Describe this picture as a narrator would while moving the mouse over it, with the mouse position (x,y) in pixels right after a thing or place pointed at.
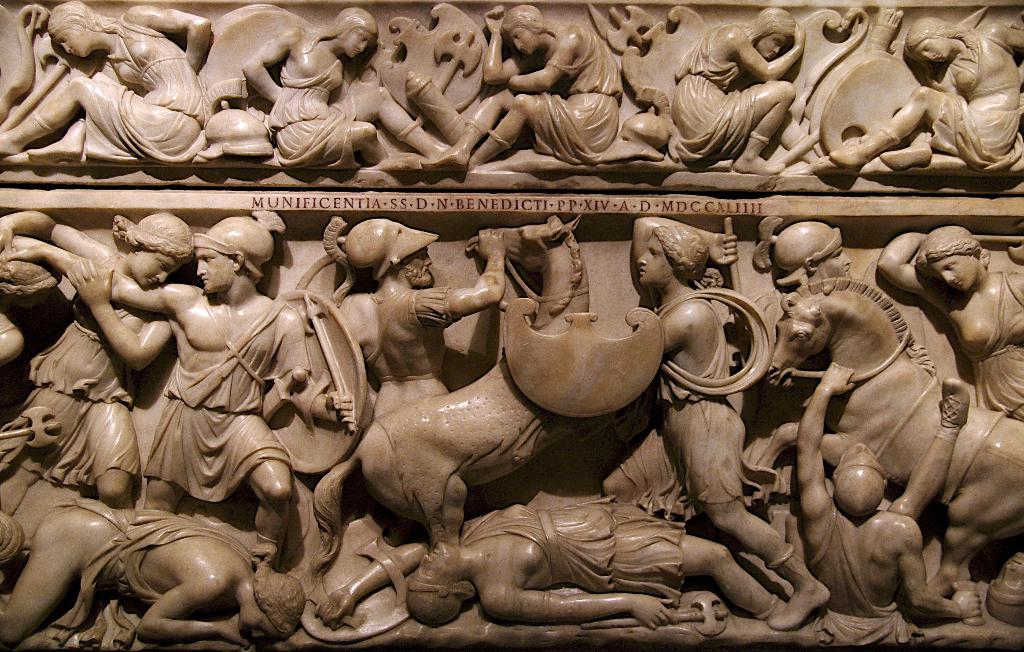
In this image I can see the sculptures (428,143) on a rock (746,201).
